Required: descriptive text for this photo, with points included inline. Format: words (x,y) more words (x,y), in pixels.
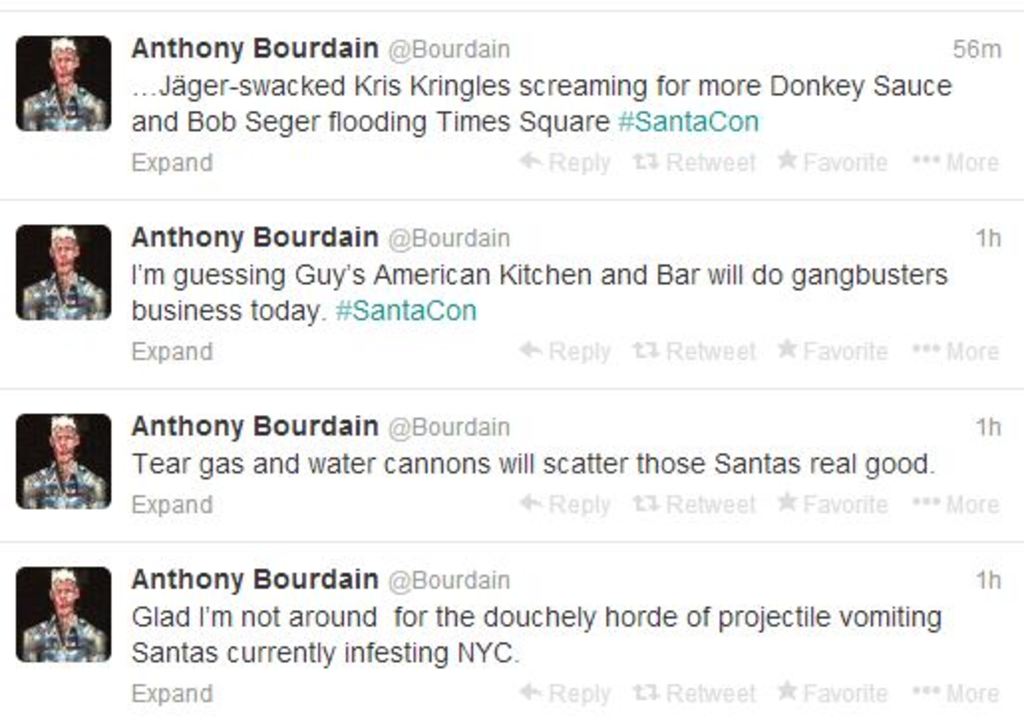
Here in this picture we can see a notification page (600,194) present and in that we can see some text (283,102) present and we can also see pictures (59,289) present.
